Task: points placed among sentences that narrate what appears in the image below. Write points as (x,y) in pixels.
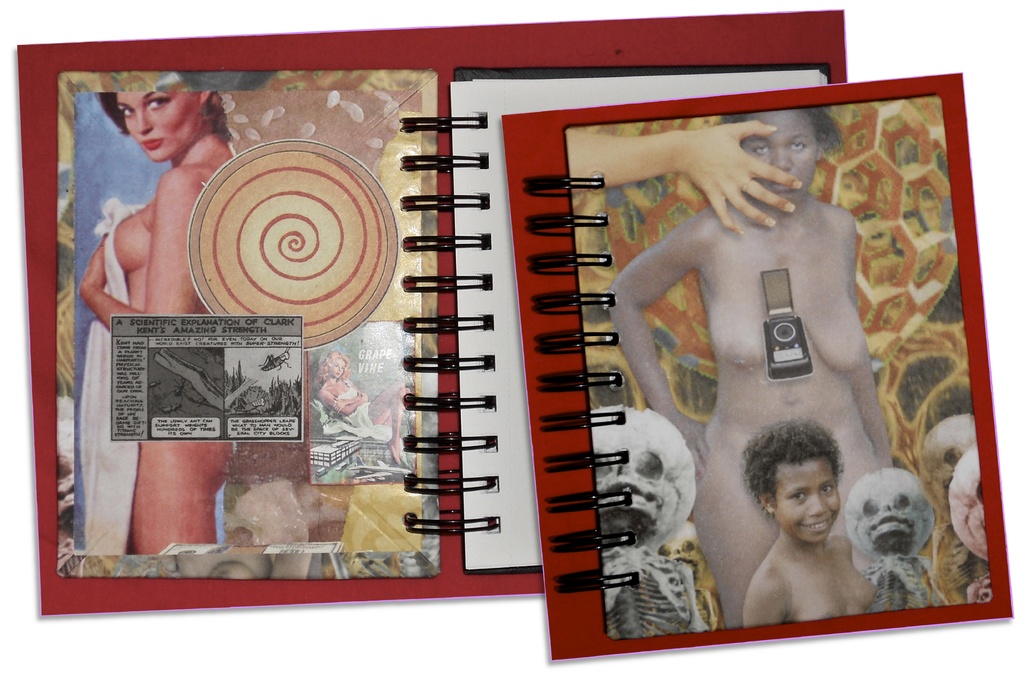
In this picture there is an album (245,356). We can observe women (184,198) in this album (723,448). There is a girl (783,526) here. The album (540,458) is in red color.
